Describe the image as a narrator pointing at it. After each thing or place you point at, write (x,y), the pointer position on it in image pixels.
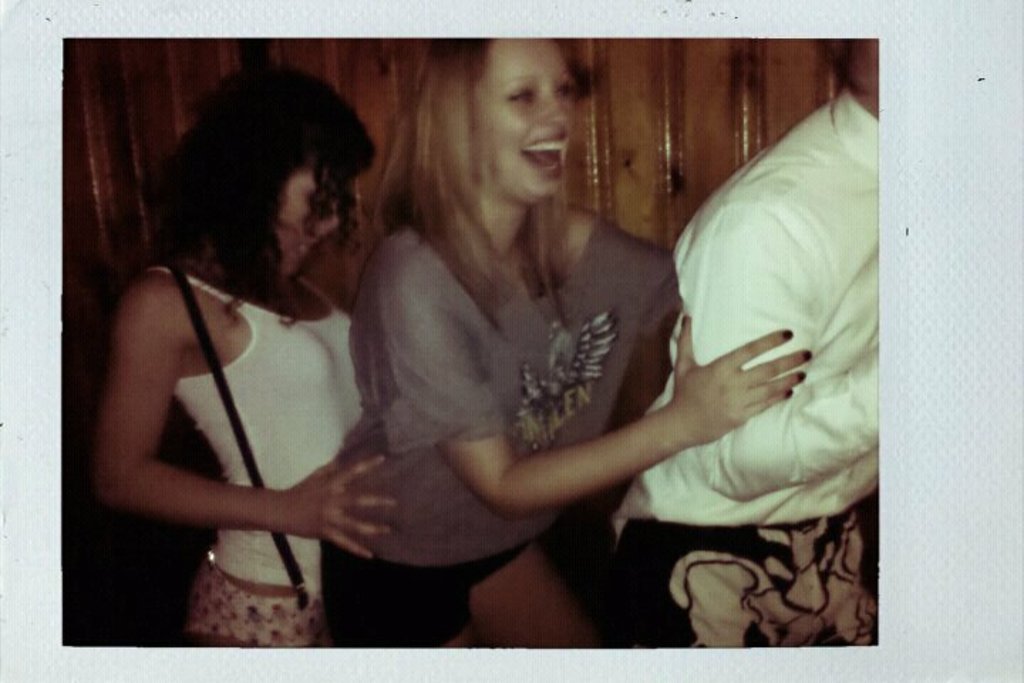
In this image we can see one man (808,396) and two women (439,398). The man (793,547) is wearing white color shirt (800,461). One woman (496,356) is wearing grey color top (524,360) with black shorts (424,597) and the other woman (357,498) is wearing white color top (307,410). We can see wooden wall (407,105) in the background (107,225).
